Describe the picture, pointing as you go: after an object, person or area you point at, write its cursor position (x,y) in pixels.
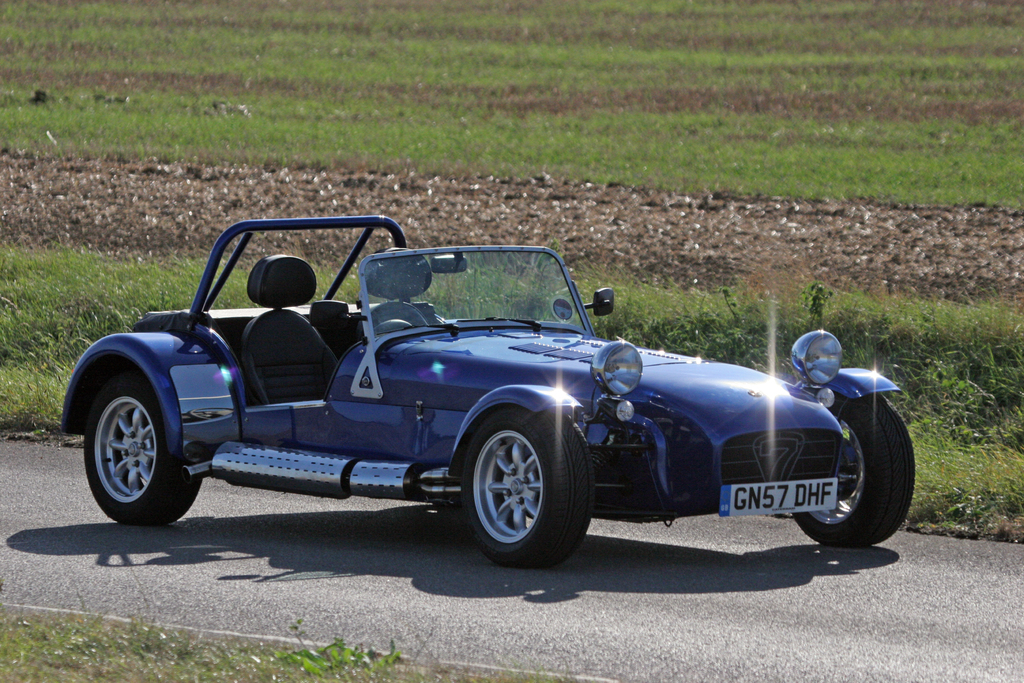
In this image I can see a road (325,573) and on it I can see a shadow (347,553) and a blue colour vehicle (365,394). I can also see something is written over here and in the background (43,292) I can see an open grass ground (991,181).
